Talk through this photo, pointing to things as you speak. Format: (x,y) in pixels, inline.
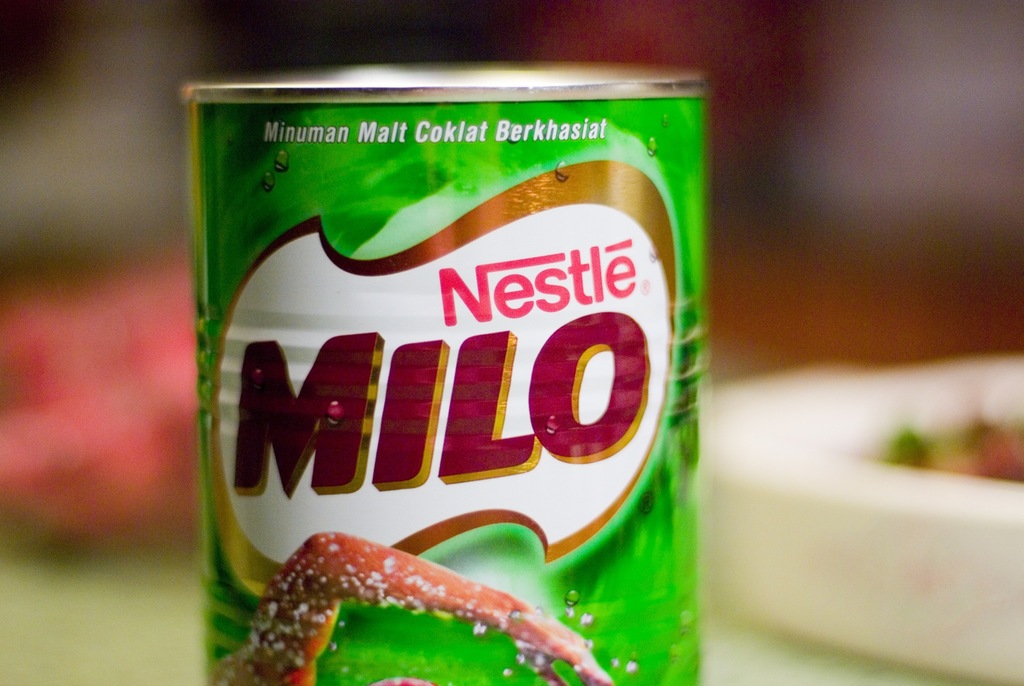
In the center of the image (625,287), we can see a milo drink jar (497,354).
